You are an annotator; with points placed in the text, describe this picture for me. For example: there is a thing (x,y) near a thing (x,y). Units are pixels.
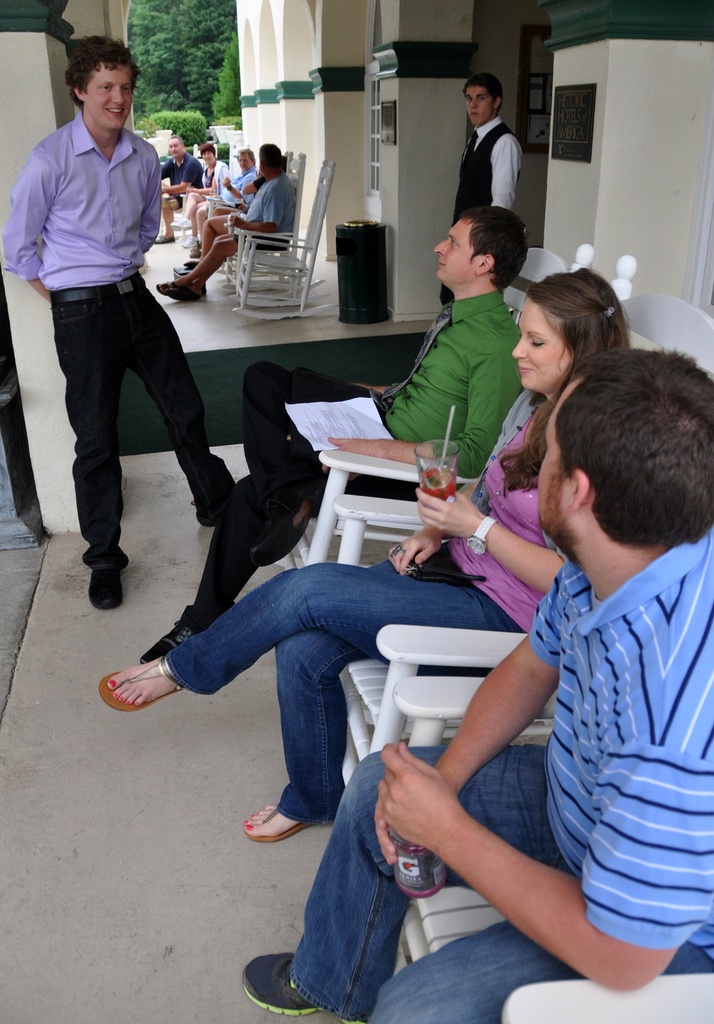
In this image, I can see groups of people (534,855) sitting on the chairs (346,485) and two persons (484,159) standing on the floor (320,317). I can see a dustbin (378,319) and photo frames (395,117) attached to the wall (410,118). In the background (180,90), there are trees (183,81).
